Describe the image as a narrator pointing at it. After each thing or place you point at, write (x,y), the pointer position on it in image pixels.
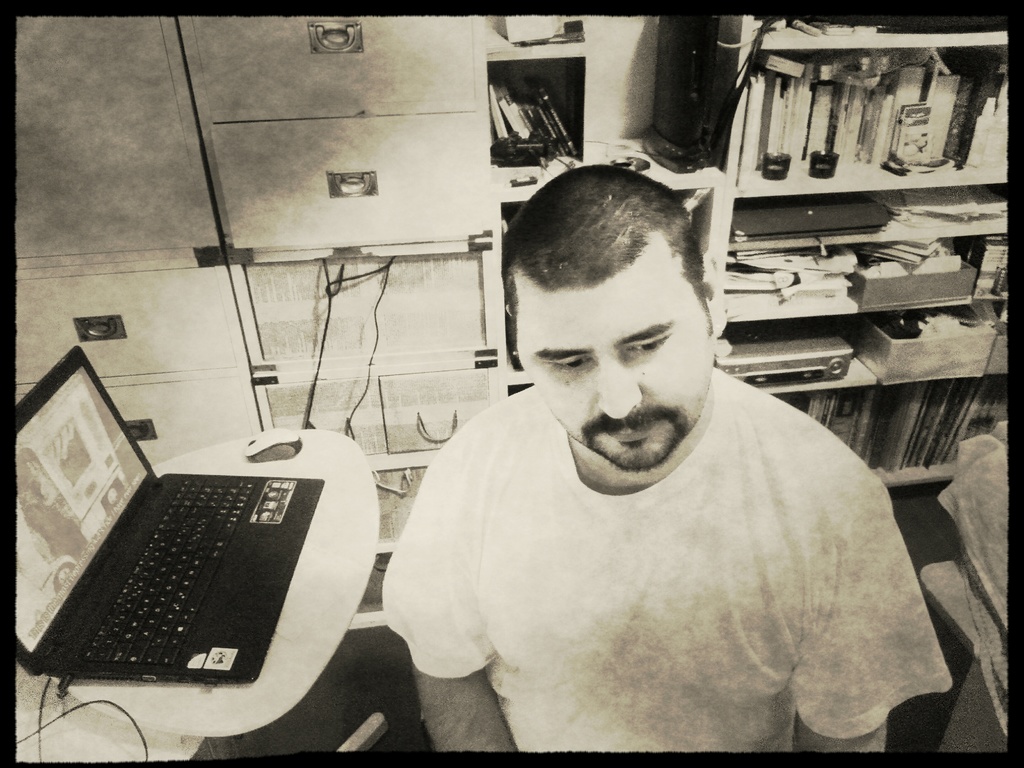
This is a black and white picture. In this image, we can see a person (627,484). Beside him, we can see laptop (120,507) and mouse (286,448) on the table (308,589). In the background (745,367), we can see cupboards (455,338) and racks (792,299). On these racks (858,380), there are so many things (834,373), books (975,413) and objects (685,66) are placed.
